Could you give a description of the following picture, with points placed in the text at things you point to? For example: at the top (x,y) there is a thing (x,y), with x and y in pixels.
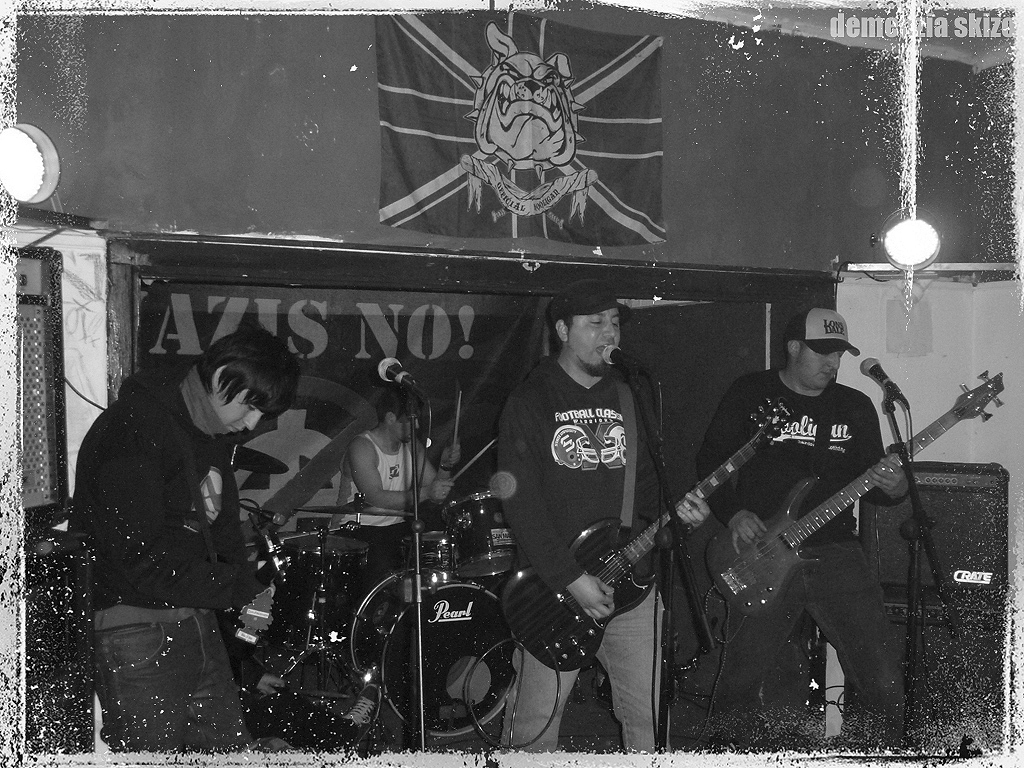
In this image In the middle (595,494) there is a man (597,495) he is playing guitar (582,543) he wears cap (569,300), t shirt (564,486) and trouser (643,661). On the right (760,470) there is a man (828,446) he wears t shirt (823,414), cap (838,350) and trouser (844,630) he is playing guitar (790,550). On the left (177,566) there is a man (178,602). In the back ground (396,510) there is a man (396,475), drums (449,553) he is playing drums (461,513), mic (416,477), poster (378,322) and light (919,260).
